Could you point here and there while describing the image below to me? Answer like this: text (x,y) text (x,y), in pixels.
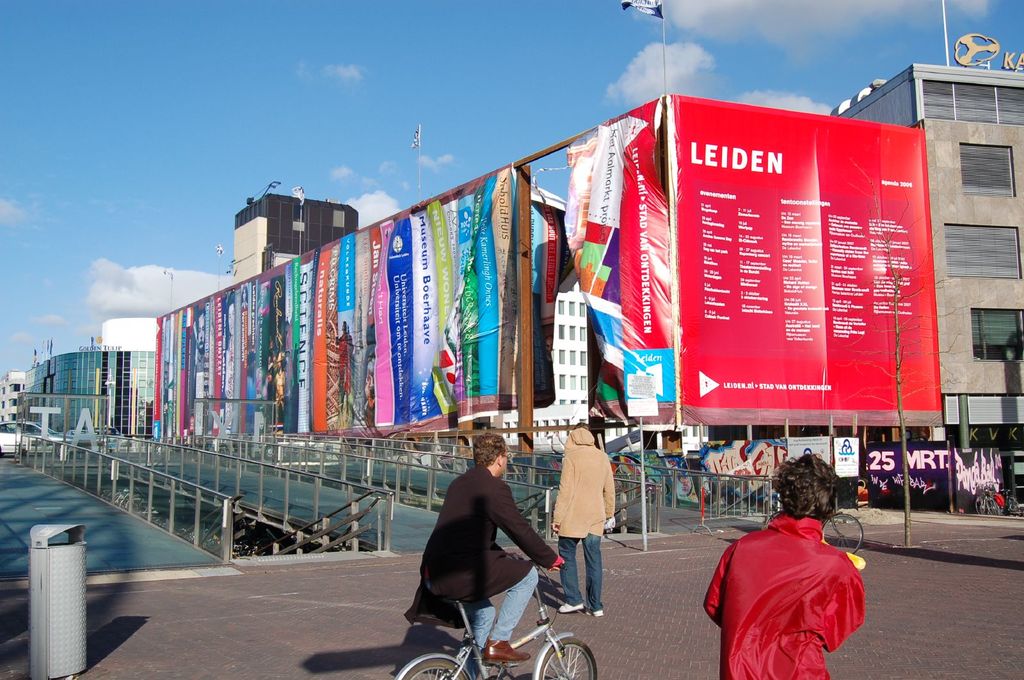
The person (471,553) wearing a black jacket (468,543) is riding a bicycle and the person (765,593) wearing a red jacket (779,594) is walking and the person (589,496) wearing light brown jacket (590,488) is standing and there are group of banners (468,305) in front of them with something written on it.
